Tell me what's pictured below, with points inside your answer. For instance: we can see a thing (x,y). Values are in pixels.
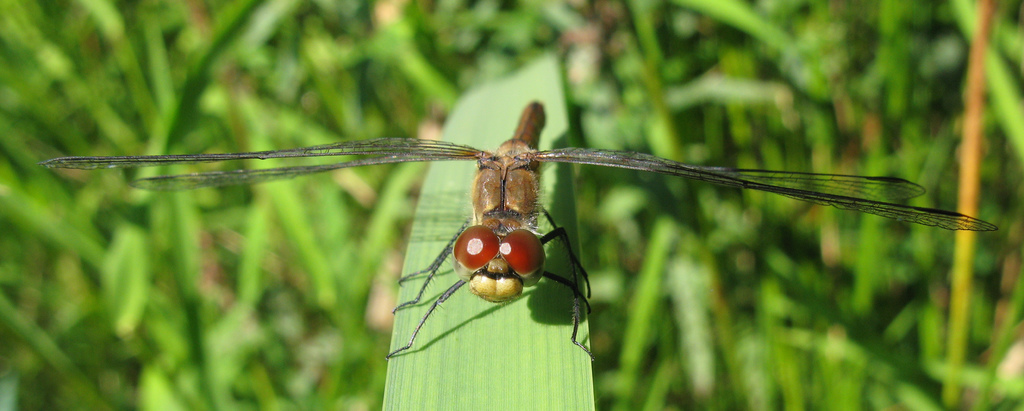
In the middle of this image (538,199), there is an insect (519,187) having wings (466,151) and legs (544,234) on a green color leaf (491,351). And the background (849,30) is blurred.
